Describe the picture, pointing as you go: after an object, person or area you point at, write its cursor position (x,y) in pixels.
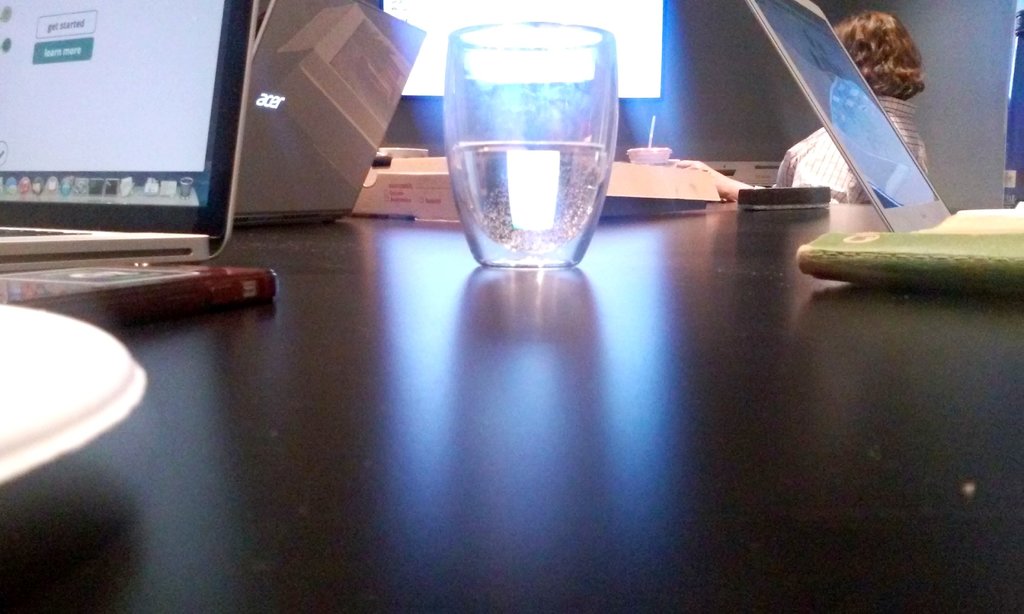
This picture is of inside. In the foreground (680,358) we can see there is a table (882,401) on the top of which a book (955,273), a glass of water (582,241), box (652,181) and laptops (267,142) are placed, behind the table (765,232) there is a woman (879,56) wearing shirt (822,162) seems to be sitting. In the background (629,35) we can see a window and a pillar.
